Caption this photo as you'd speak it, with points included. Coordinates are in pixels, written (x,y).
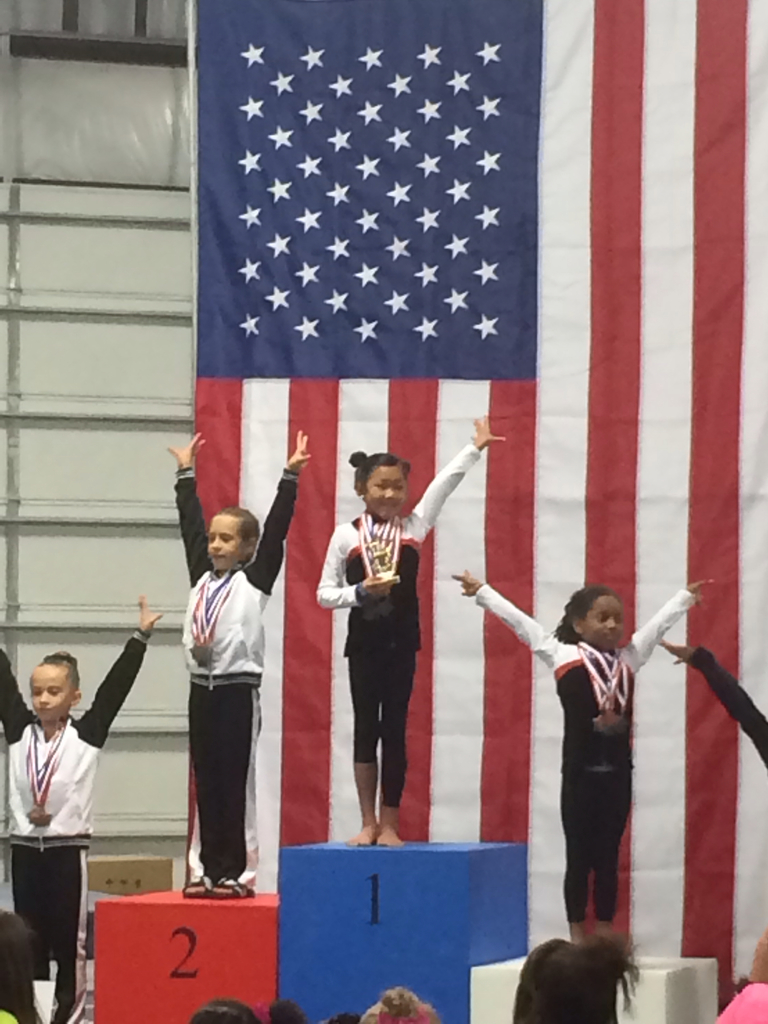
In this image we can see some kids (73,807) are standing on the cubes (388,880) and wore medals (218,597) to their necks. On the top of the image (310,175) we can see a flag (422,377).
